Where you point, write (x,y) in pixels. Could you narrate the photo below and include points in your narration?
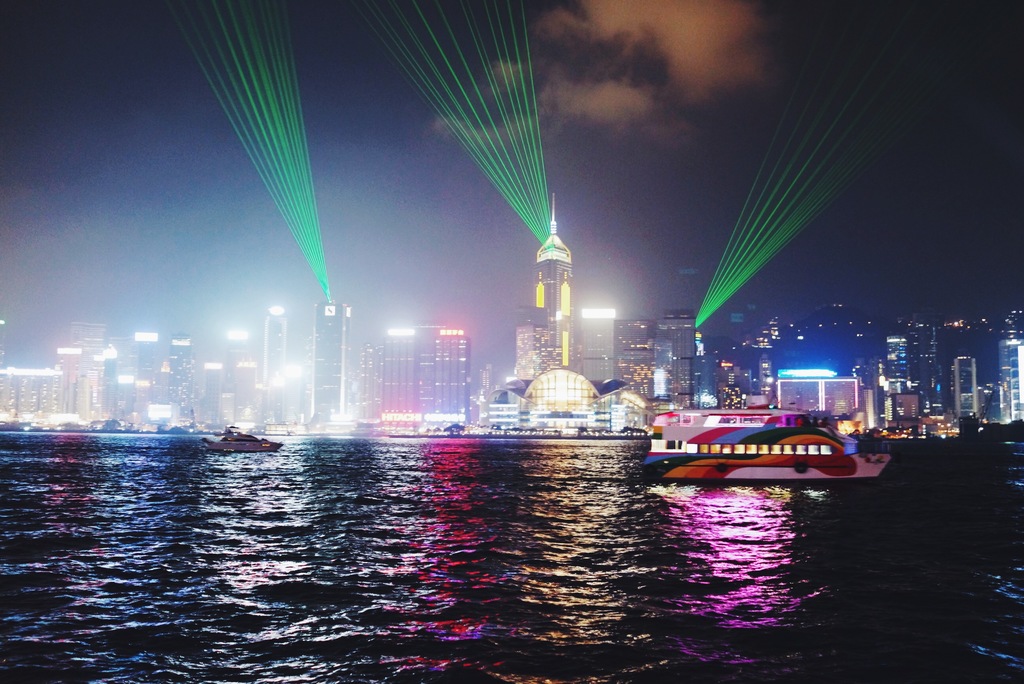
In this image there is water (450,535) at the bottom (471,576). In the water (459,514) there are boats (692,440). In the middle (510,380) there are so many buildings (568,359) with the lights (281,376). At the top (634,107) there is the sky (642,136). It seems like there is a laser show (739,286) above the buildings (543,258). This image is taken during the night time.
